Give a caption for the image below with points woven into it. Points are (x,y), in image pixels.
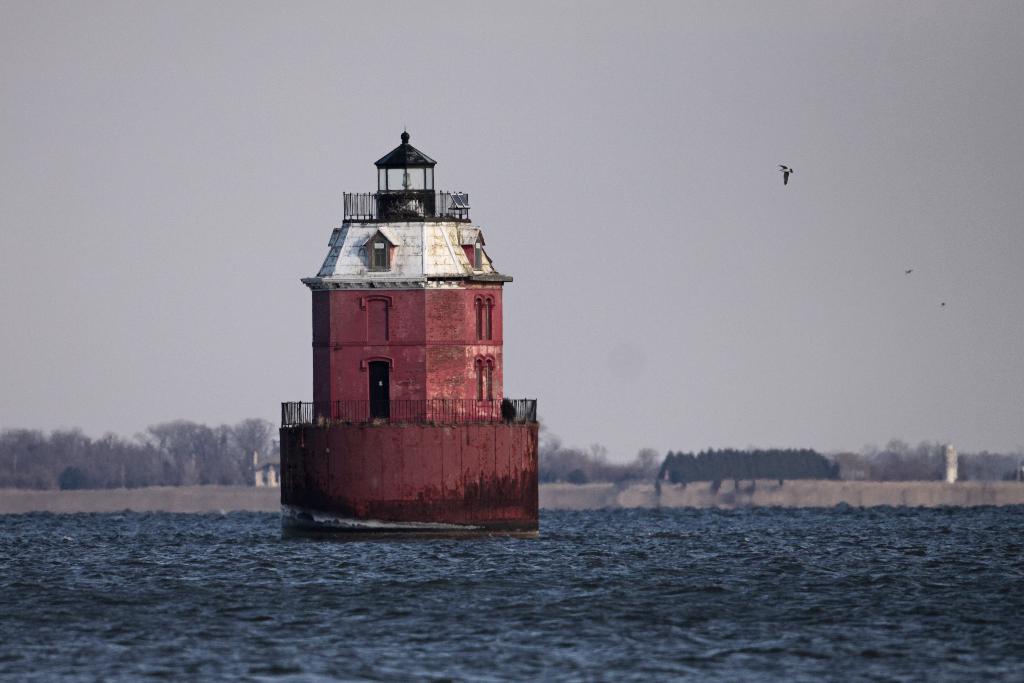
In this picture we can see water (568,620) at the bottom (599,626), there is a lighthouse (430,355) here, in the background (208,459) there are some trees (589,458), we can see the sky (689,275) at the top of the picture (701,211).
